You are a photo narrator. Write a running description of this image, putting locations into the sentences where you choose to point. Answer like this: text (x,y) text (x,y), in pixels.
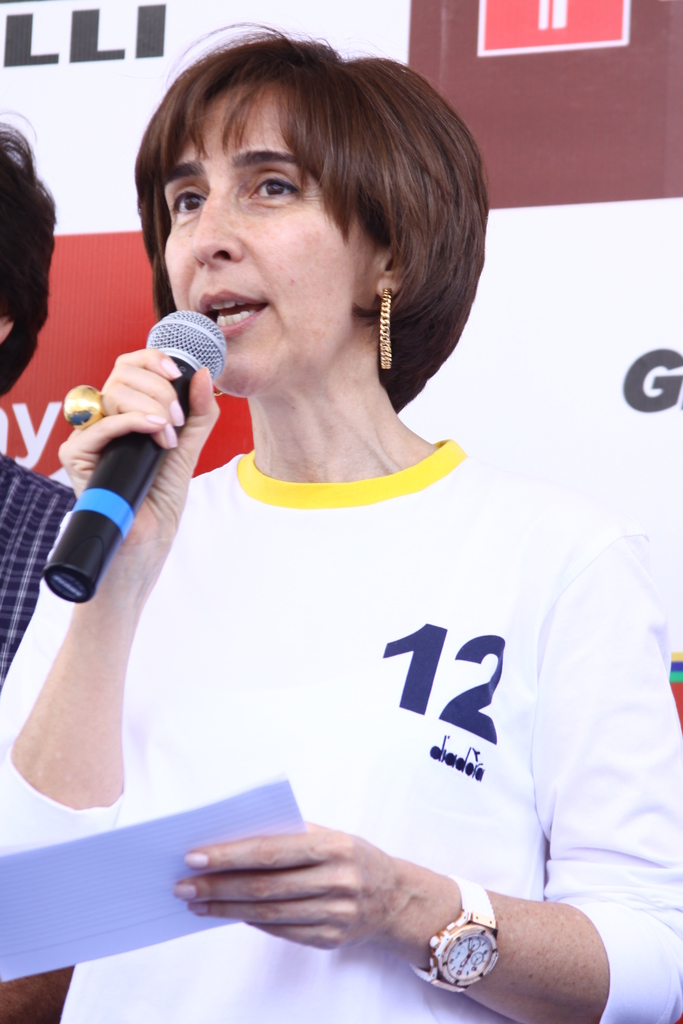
In this picture there is a woman (401,728) who is wearing t-shirt (461,746), watch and holding a mic (126,493) and paper (97,920). Beside her there is a man (0,378) who is wearing shirt (10,545). In the back (569,409) there is a banner (623,330).
